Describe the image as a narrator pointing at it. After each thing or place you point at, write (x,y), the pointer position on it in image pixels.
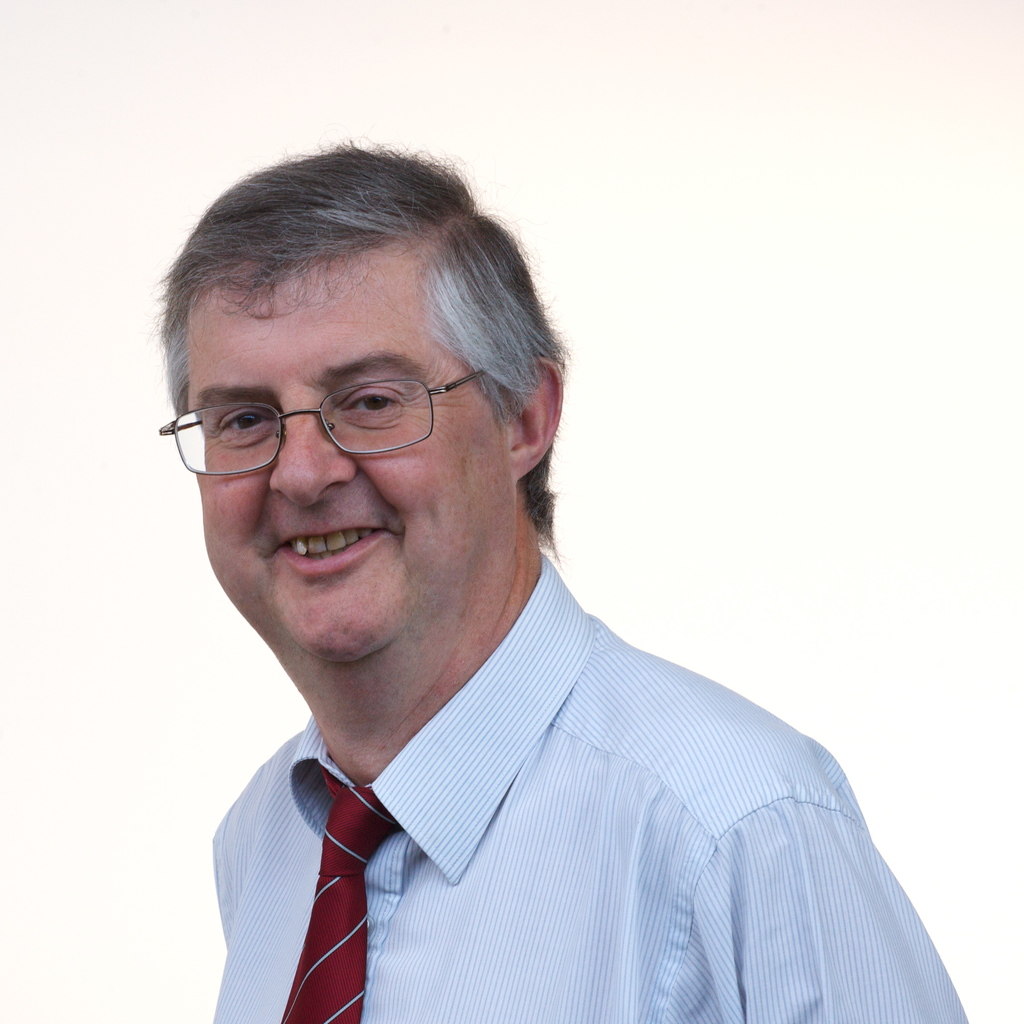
In this image there is a man (443,624) towards the bottom of the image (518,808), he is wearing a shirt (638,832), he is wearing a tie (348,903), he is wearing spectacles (350,420), the background of the image (702,340) is white in color.
